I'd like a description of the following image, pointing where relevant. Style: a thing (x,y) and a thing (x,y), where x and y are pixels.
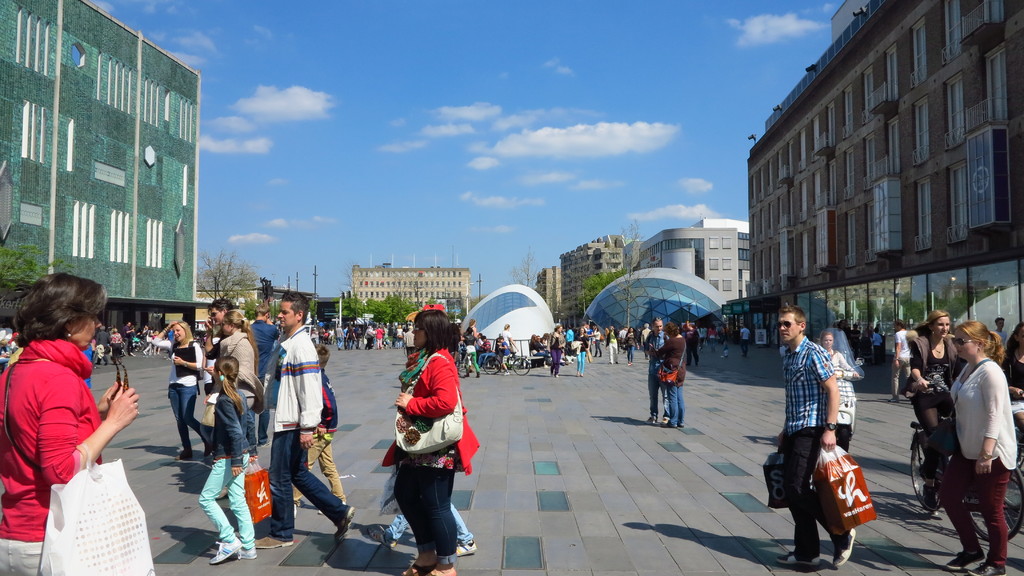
In this image we can see many buildings (780,257) and trees (241,283). There are few poles (313,286) in the image. There are many people (669,349) and few people (920,414) are holding some objects (821,486) in their hands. There is a reflection (904,307) of trees (876,316) and buildings (887,310) on the glasses (855,308) of the building (839,309) at the right side of the image (849,306). There are few vehicles (509,369) in the image.
